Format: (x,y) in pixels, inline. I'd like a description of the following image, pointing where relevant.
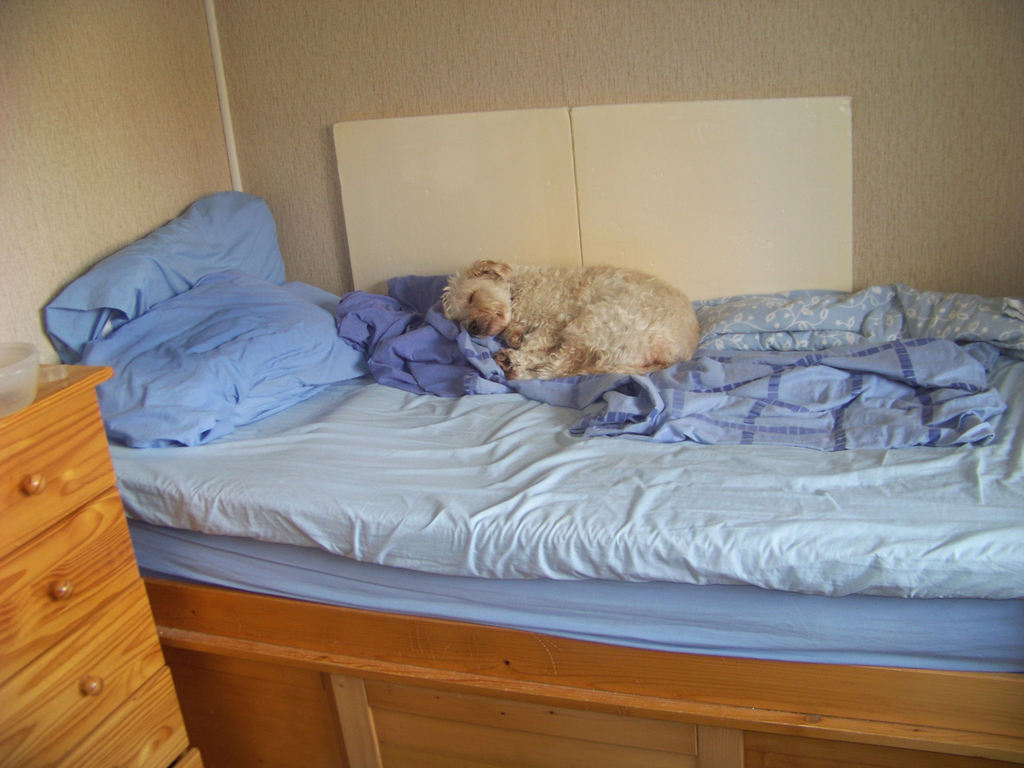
In the image there is a bed (173,426) with blue blanket (725,397) and blue pillows (260,365). A dog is lying on the bed (600,431). Towards the left (96,549) there is a cupboard (13,503) and a bowl (19,404) on it. In the background (207,189) there is a wall (456,86).
